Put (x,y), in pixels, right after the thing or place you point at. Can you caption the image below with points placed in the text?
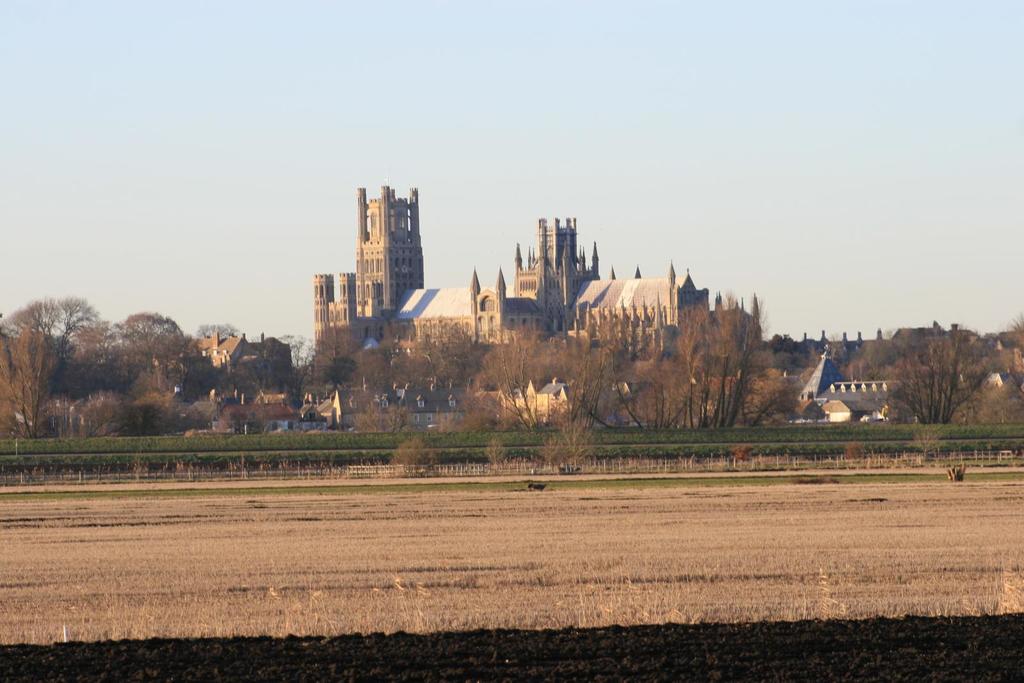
This image is taken outdoors. At the top of the image (399,169) there is the sky (261,227). At the bottom of the image (439,615) there is a ground (268,574) with grass (419,538) on it. In the background (465,322) there are a few buildings (389,310) with walls (383,267), windows (378,289), roofs (434,306) and doors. There are many trees (704,389) and plants (92,415) on the ground (98,542).
